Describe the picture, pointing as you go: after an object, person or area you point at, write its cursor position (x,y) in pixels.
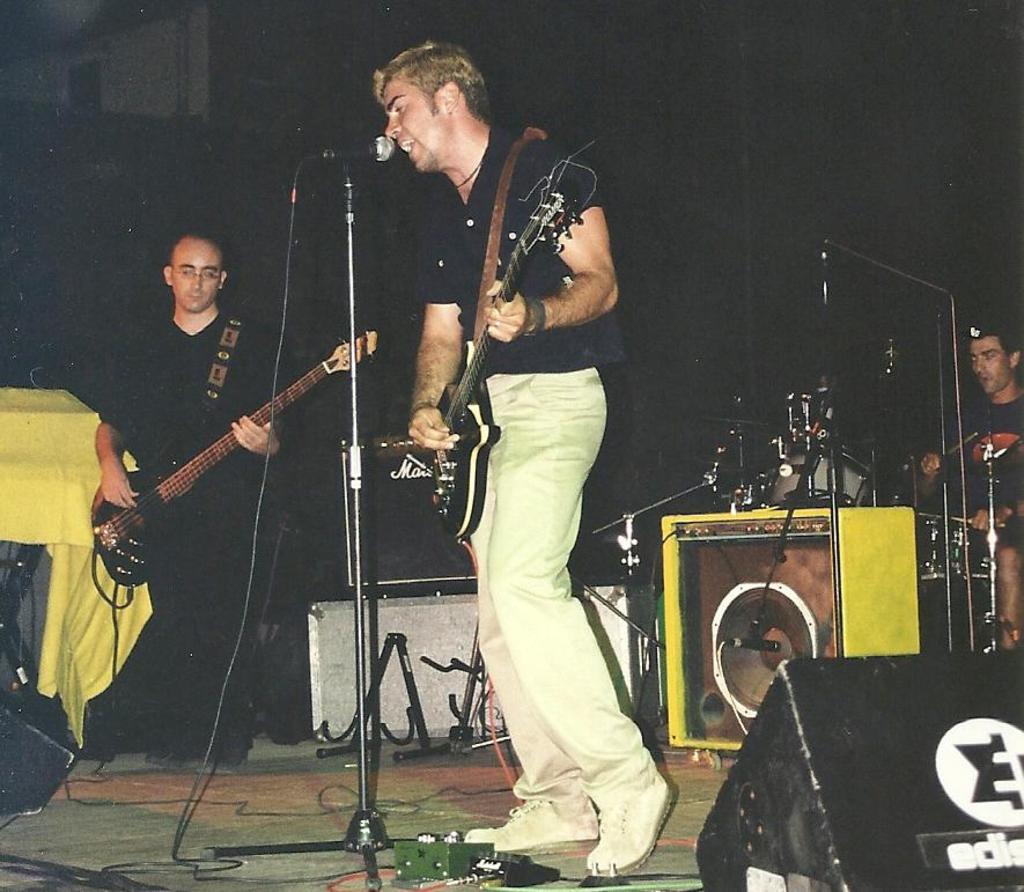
There are two members (527,507) on the stage (542,851), who are playing guitars (465,432) in their hands (418,423). One guy (438,138) is singing in front of a mic (361,152) and a stand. In the background (1002,437) there is another guy (1020,430) playing a musical instrument (990,451) here.
